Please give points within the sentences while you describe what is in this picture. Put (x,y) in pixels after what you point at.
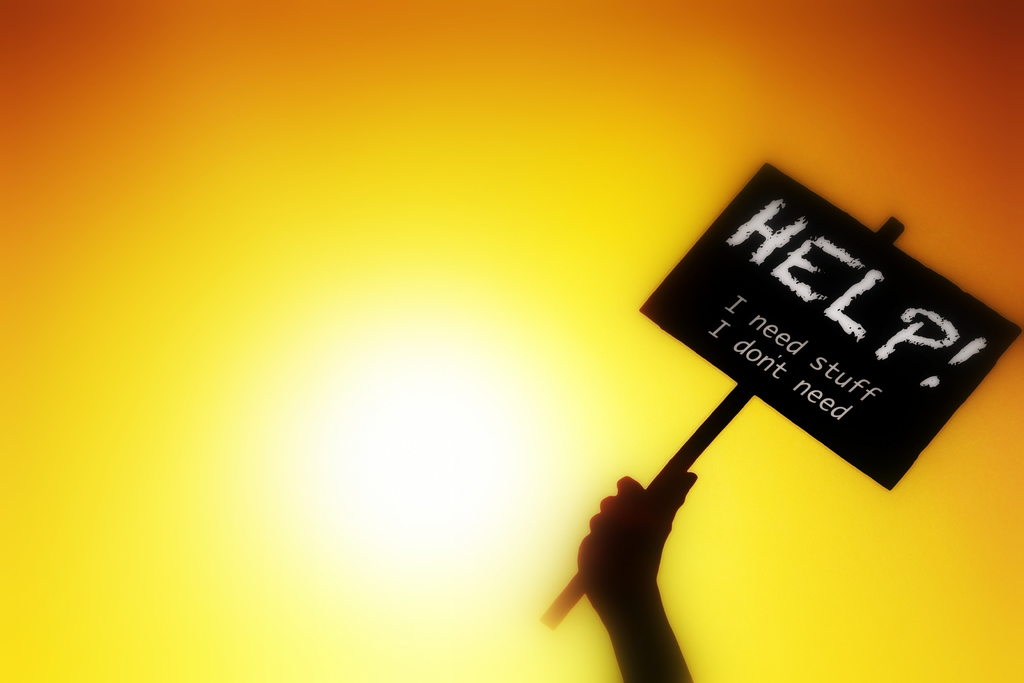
In this image I can see a person (654,536) holding a blackboard (791,335) with some text (859,291) written on it. In the background (477,406), I can see white, yellow and orange color.
